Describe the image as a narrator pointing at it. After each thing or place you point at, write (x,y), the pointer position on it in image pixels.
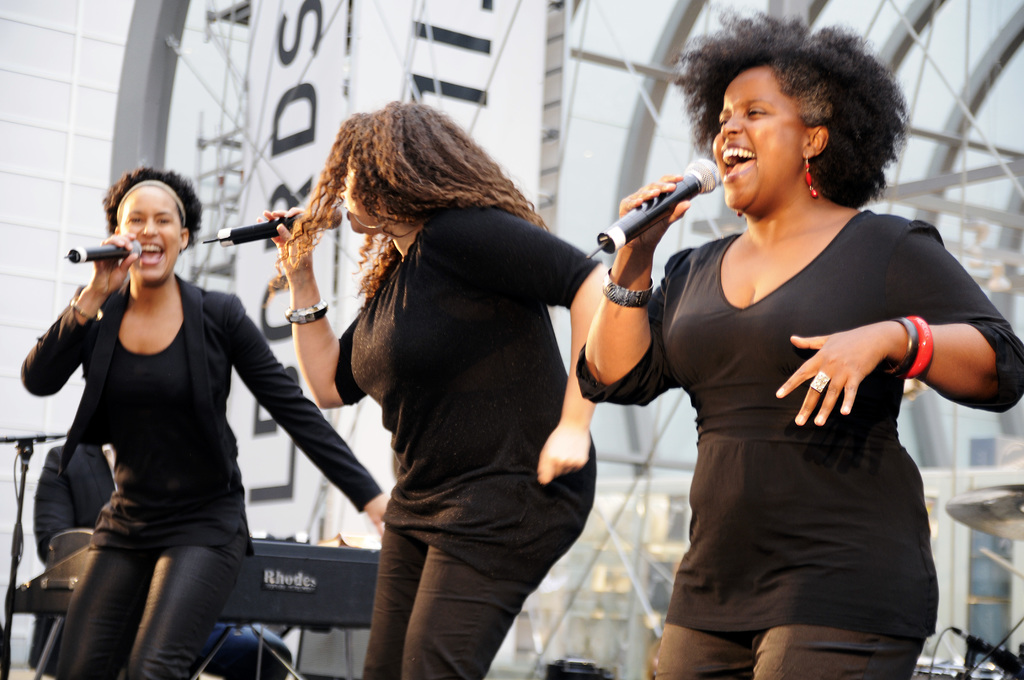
In this image we can see three women (128,523) wearing black dresses (908,293) are holding mics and singing. In the background (918,406), we can see a person (53,498) sitting also we can see few musical instruments (1006,515) and the glass building (850,0).
